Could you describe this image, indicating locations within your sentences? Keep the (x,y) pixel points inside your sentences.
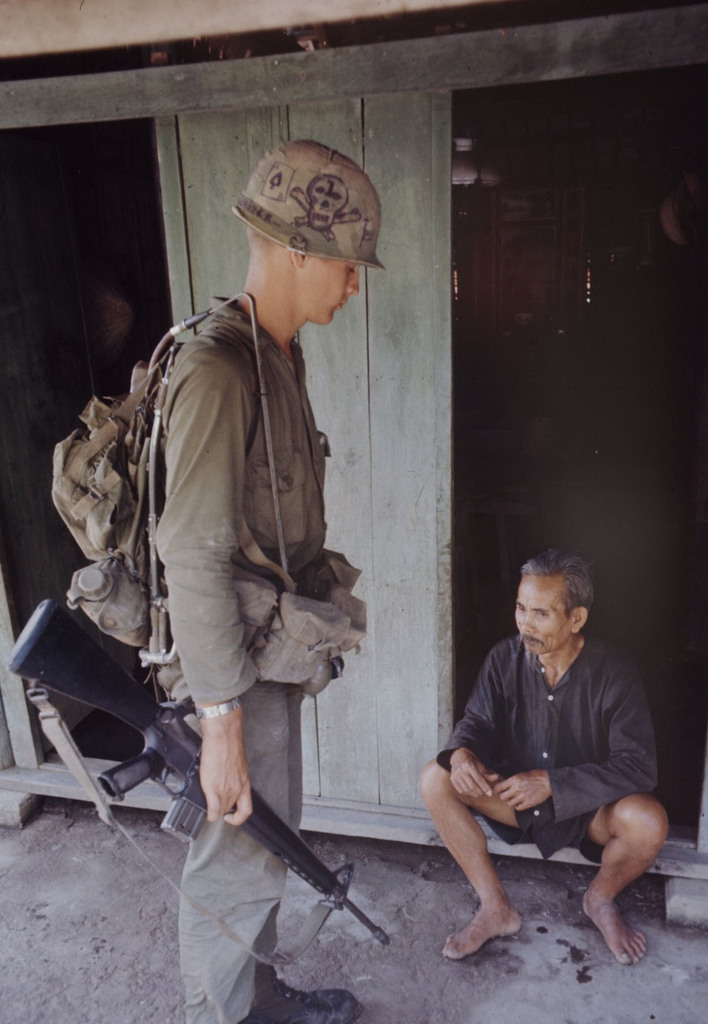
In this image I can see one person (175,623) holding a gun (195,761) and wearing a bag (139,529) and in front of them I can see a person (541,739) sitting in front of door (433,385), and there is a wooden door (427,392).
